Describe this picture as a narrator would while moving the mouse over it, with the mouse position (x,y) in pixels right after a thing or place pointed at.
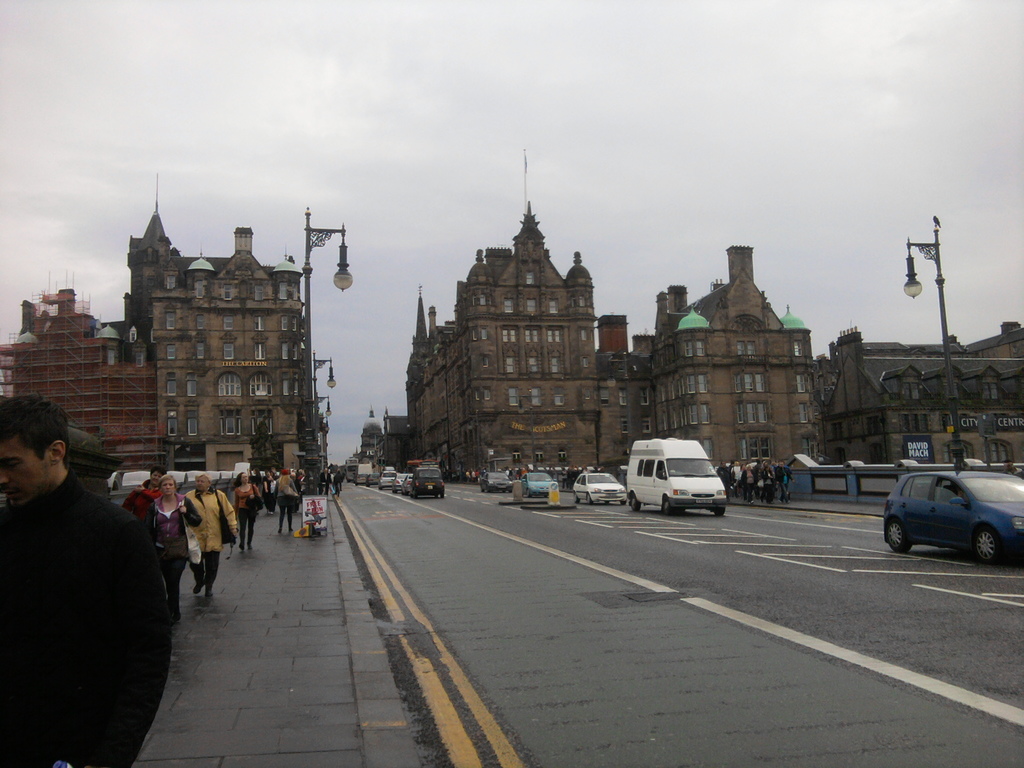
Few people (153,481) are walking and we can see vehicles (1003,499) on the road (888,568) and we can see lights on poles (317,466). In the background (960,287) we can see buildings (257,335) and sky (960,287).
